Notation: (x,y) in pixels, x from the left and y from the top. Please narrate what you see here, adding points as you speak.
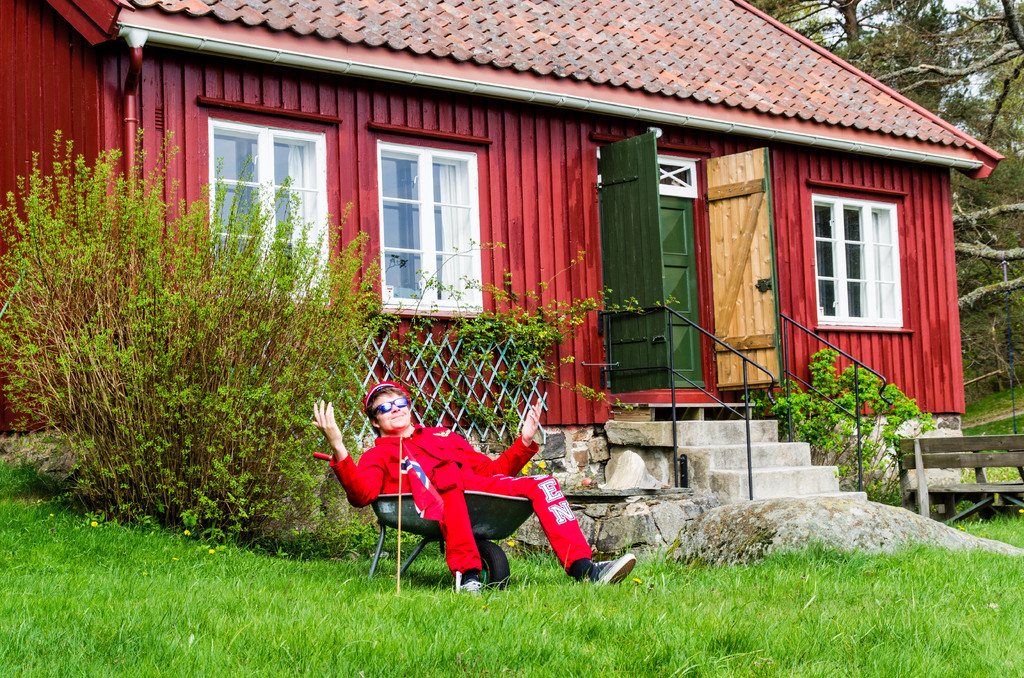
In the picture we can see a man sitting on the cart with the red dress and a red cap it is on the grass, in the background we can see plants (51,399), railing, house (496,115), doors (622,225), windows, house (511,118) is red in color with white windows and some trees (1019,228) behind it.
